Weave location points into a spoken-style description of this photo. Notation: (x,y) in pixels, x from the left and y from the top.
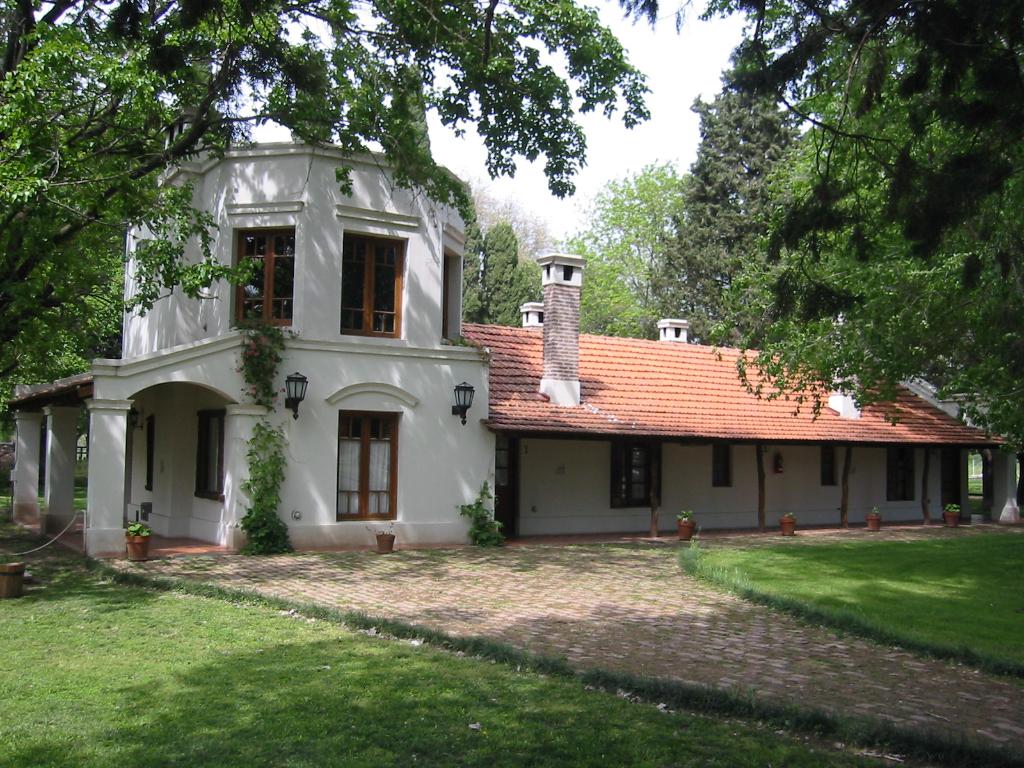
In the picture there is a house (358,414) and around the house (416,396) there is a beautiful garden (150,665) and also a lot of trees (569,174).
